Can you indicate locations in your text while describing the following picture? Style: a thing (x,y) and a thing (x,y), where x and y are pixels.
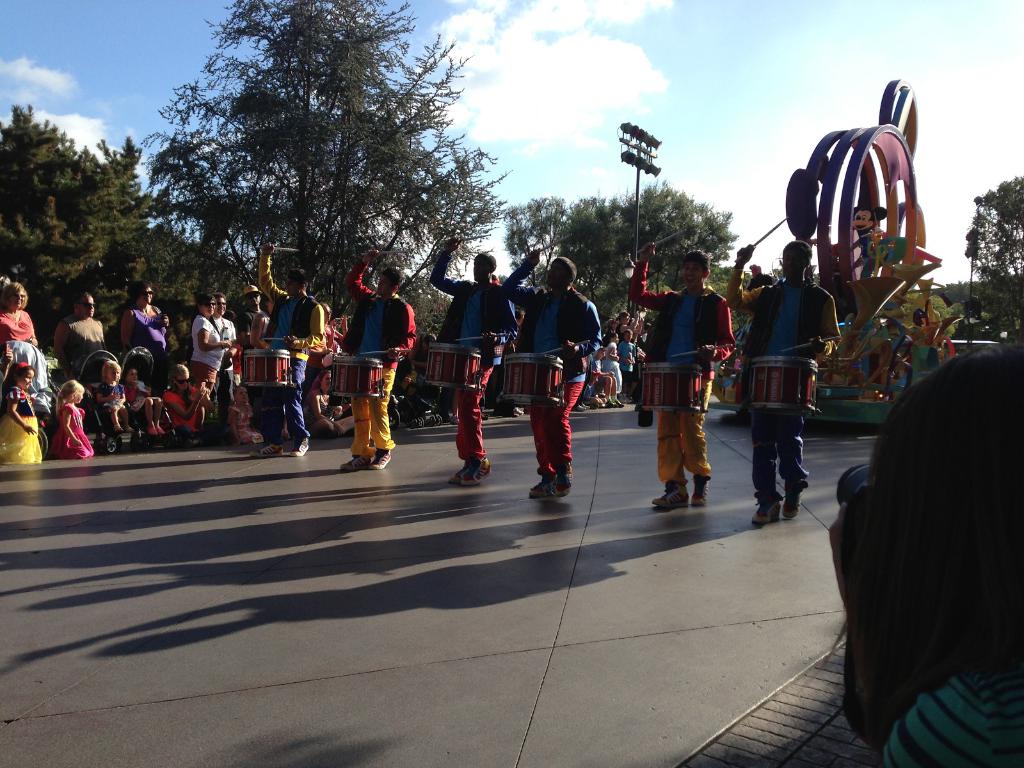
In the center of the image (467,370) we can see people (827,325) standing and playing drums (350,379). In the background (330,406) there is crowd (18,411) and we can see a parade float (899,291) and a pole (657,144). In the background (148,228) there are trees (394,203) and sky (574,49).
